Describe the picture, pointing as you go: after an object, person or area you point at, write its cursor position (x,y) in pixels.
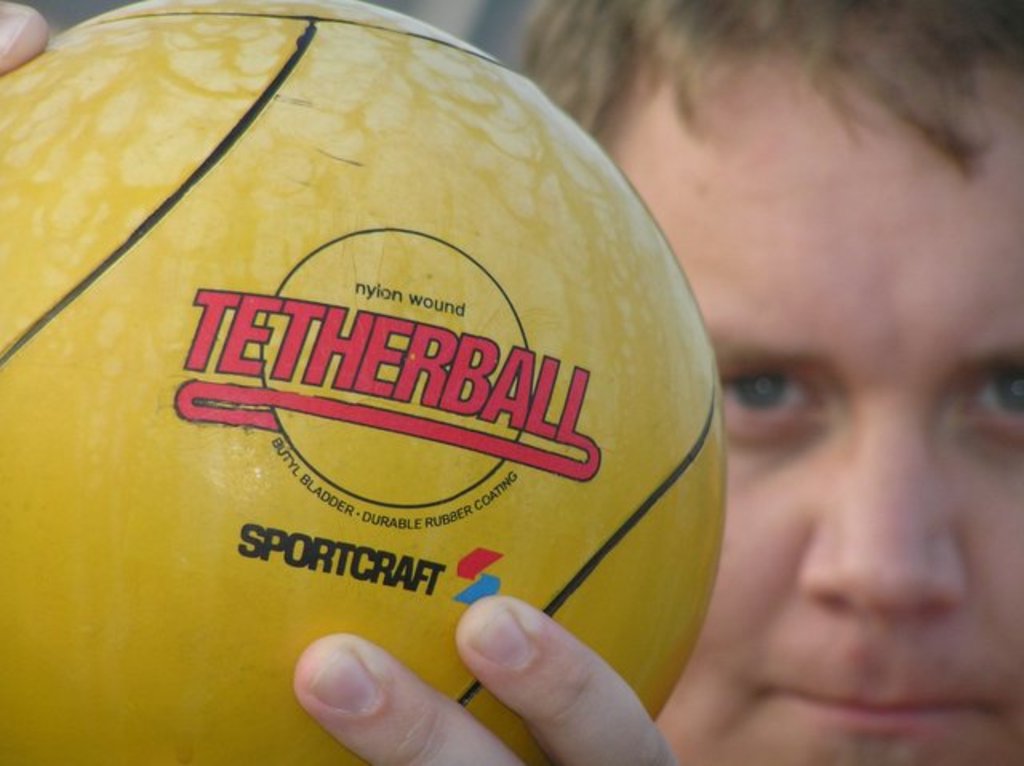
In this picture, i can see a person (961,390) holding a ball (126,561).
